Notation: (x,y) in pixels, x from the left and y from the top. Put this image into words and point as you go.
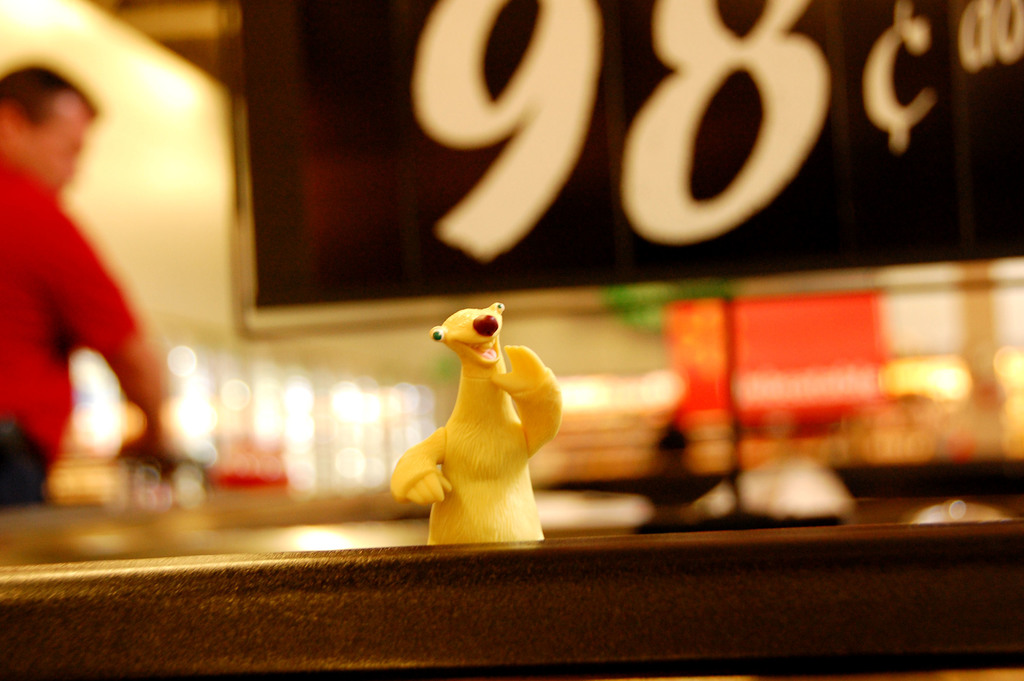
In this picture a yellow color toy (489,464) is focused the toy (486,456) is on a table (497,572). Background of this table (507,583) is a board (306,295) written as 98 and there is a man (31,381) in red t shirt (44,310).
